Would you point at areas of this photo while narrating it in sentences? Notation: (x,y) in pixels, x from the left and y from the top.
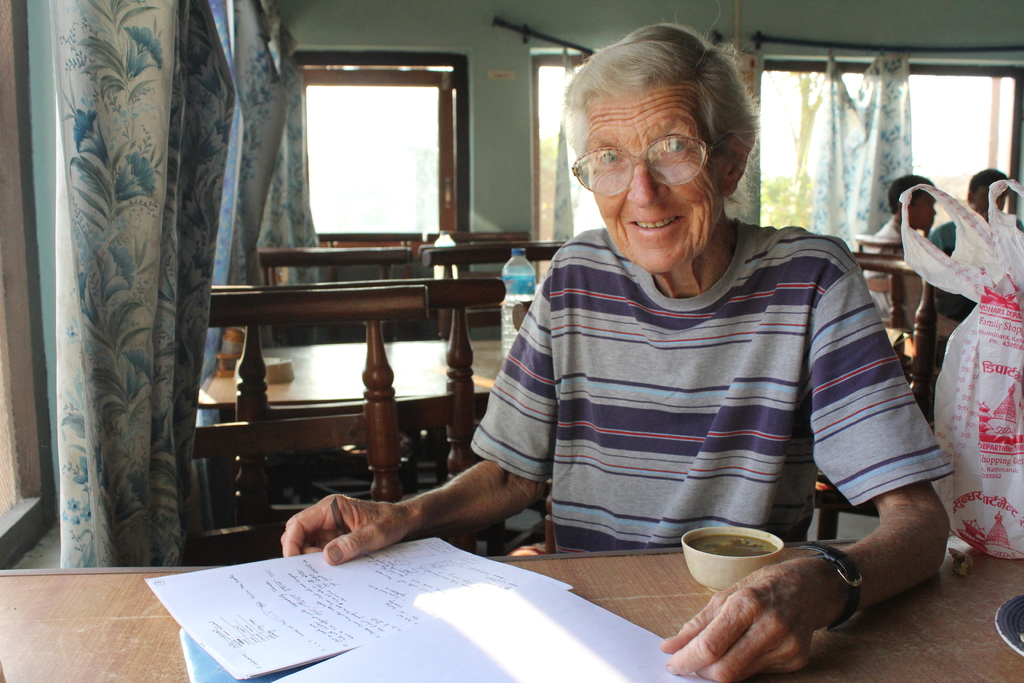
In this picture I can see a human (699,379) sitting in the chair (820,488) and I can see a bowl (736,545) and few papers (374,618) and a carry bag (966,481) and looks like a plate (1018,630) on the table (962,671) and I can see few chairs (352,304) and tables (405,391) in the back (457,284) and couple of water bottles (452,242) on the tables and I can see couple of them are sitting in the chairs (893,237) on the top right corner of the picture (916,205) and I can see curtains (862,172) to the windows (777,189).
